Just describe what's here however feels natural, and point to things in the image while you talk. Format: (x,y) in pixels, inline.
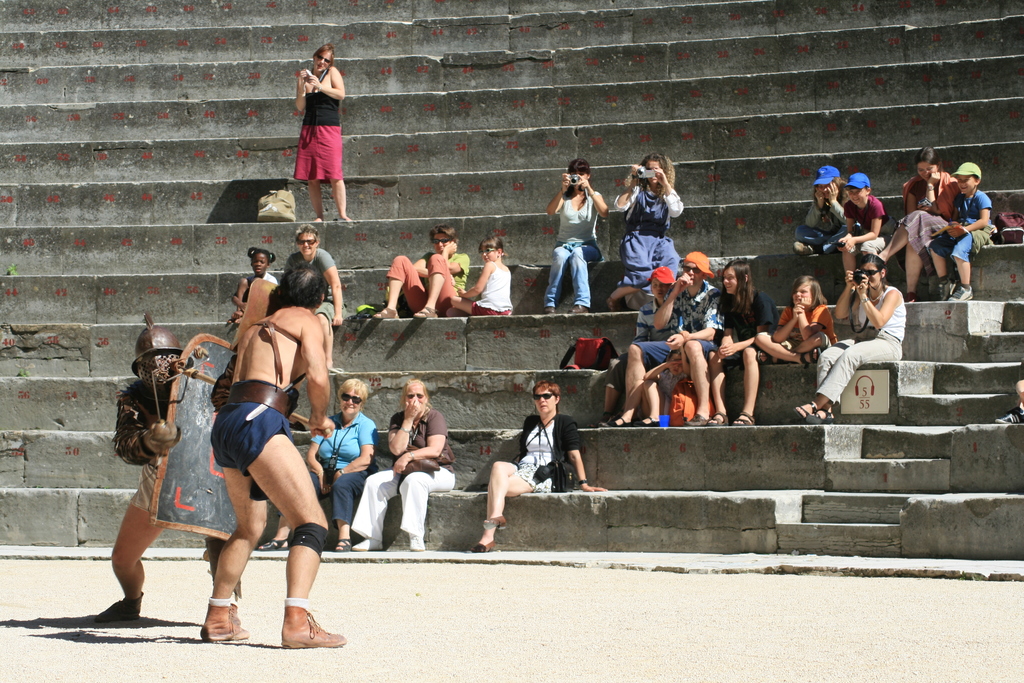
On the left side (236,419) two persons (145,417) are fighting. Person (133,409) in the back (151,345) is wearing helmet (161,353) and holding shield (192,408). In the back (228,250) there are steps (252,223). Many people (588,247) are sitting. One lady (315,152) is standing and holding mobile (311,74). Near to her there is a bag (291,196). Some people (437,415) are wearing goggles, caps (708,268). And some are holding camera (648,172).
